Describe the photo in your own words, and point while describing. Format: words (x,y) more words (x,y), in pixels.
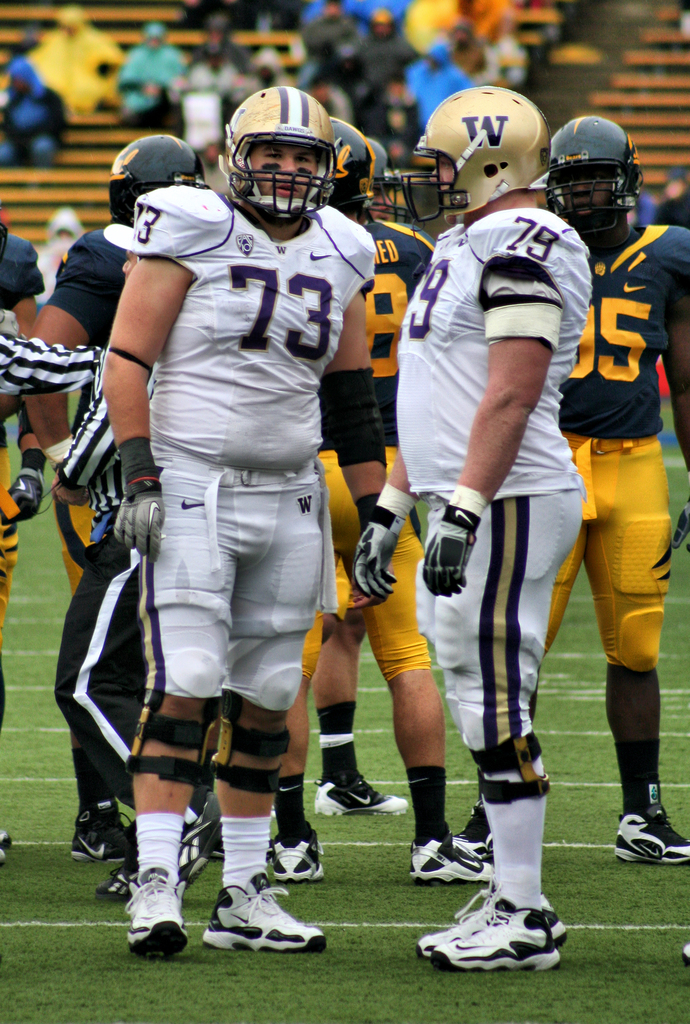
In this image I can see few persons (395,689) wearing sports dress (445,607) and standing on the ground (387,938). There is some grass (652,1000) on the ground (376,993). In the background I can see few persons (162,69) sitting on the chairs (32,14).
